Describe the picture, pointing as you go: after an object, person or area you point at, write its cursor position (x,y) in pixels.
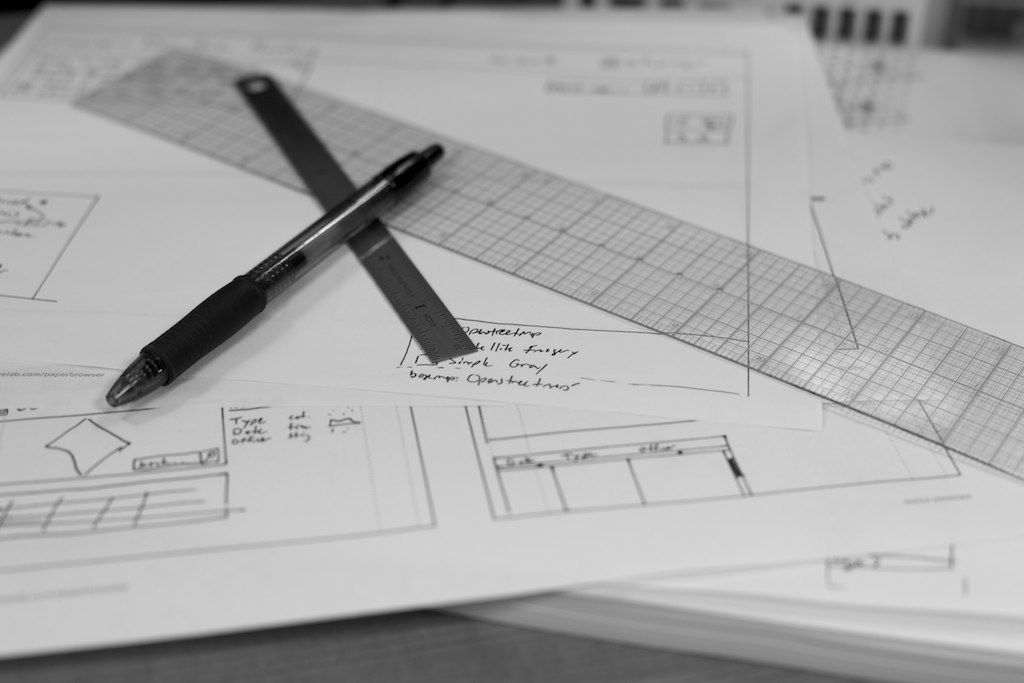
This is a black and white image, in this image there is a table (453,667), on that table (593,646) there are papers (151,397), on that paper's (138,496) there is a pen (285,254) and a scale (375,273).
